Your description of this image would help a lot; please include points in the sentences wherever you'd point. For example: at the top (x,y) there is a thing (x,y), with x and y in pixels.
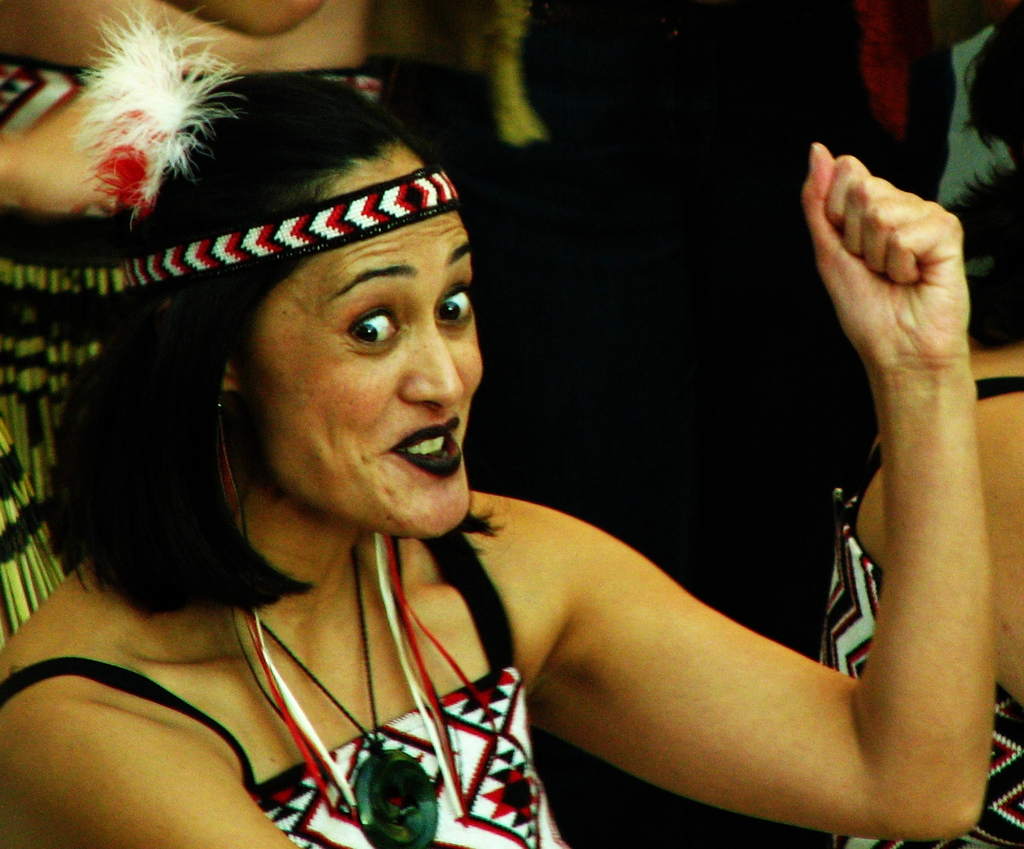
In the center of the image (353,358) we can see one woman (426,644) sitting and she is smiling and she is in different costume (405,615). In the background (946,150) we can see a few people (1006,241), they are also in different costumes (874,71).
